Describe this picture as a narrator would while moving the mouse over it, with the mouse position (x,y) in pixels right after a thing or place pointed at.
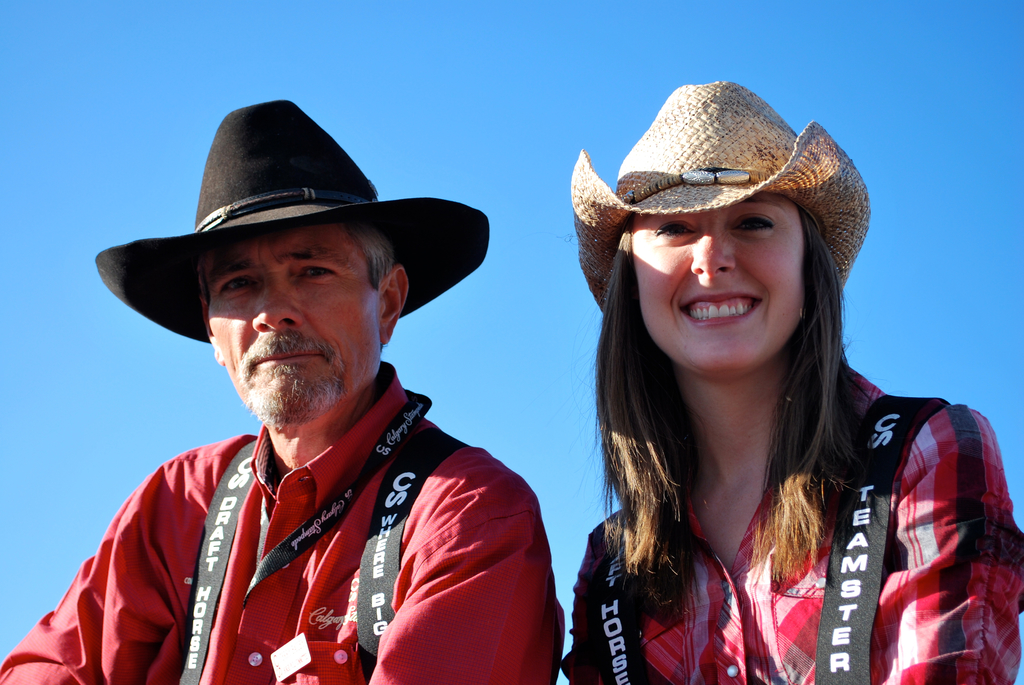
In the foreground of the picture (606,317) there are a man (402,513) and a woman (789,363) wearing hats (427,256), they are wearing red color shirt (483,600). The sky (84,353) is clear and it is sunny.
